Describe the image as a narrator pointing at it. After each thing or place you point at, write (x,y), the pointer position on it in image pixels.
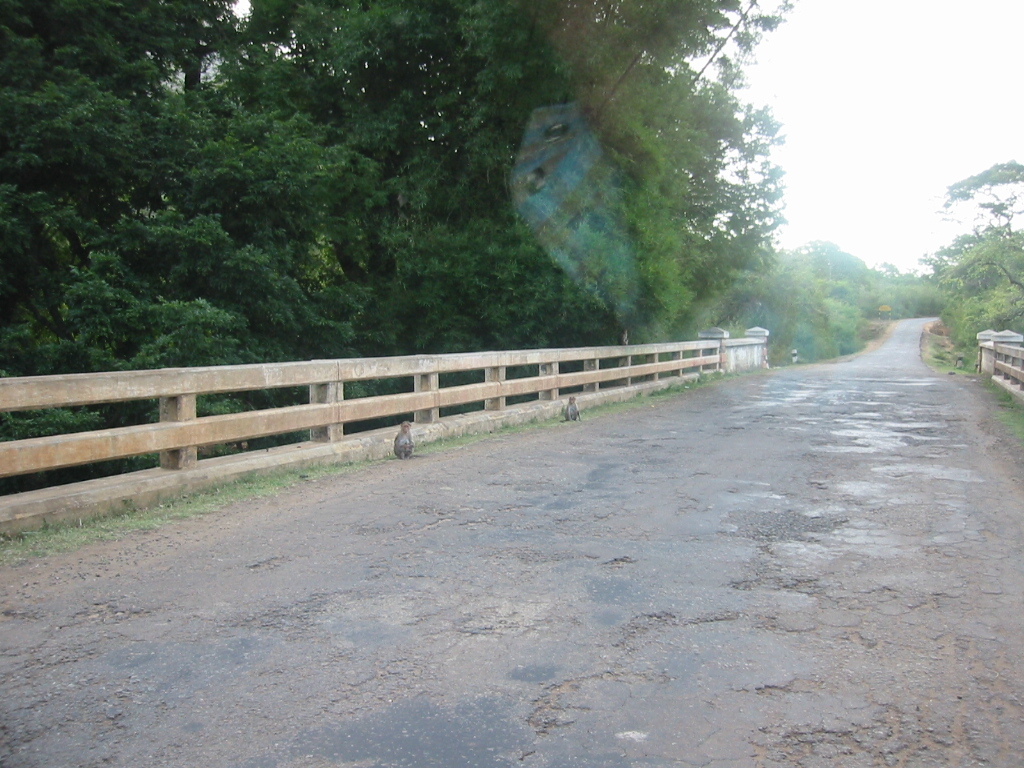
In this image we can see road (666,469), monkeys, grass (990,393), railings (627,370), and trees (442,327). In the background (773,162) there is sky (961,138).
